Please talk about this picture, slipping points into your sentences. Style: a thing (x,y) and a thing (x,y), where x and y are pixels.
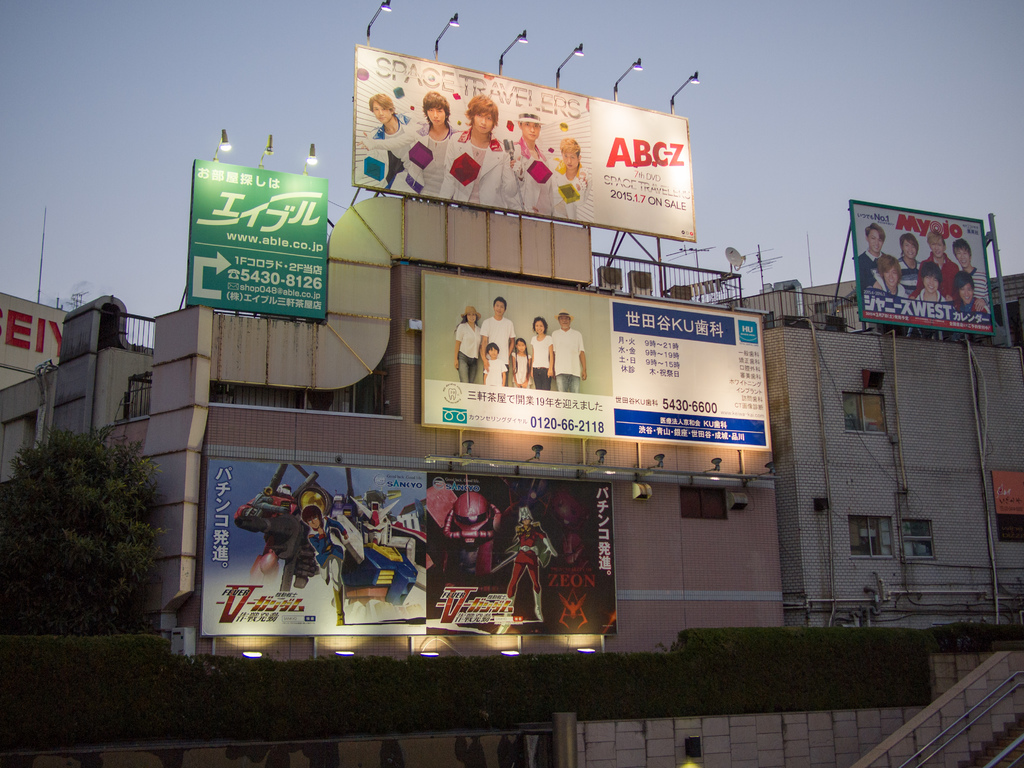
In the image we can see there are many posters (493,346). This is a fence (652,286), lights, tree (53,521), plants (659,670), buildings (751,594), windows (850,414) of the building (855,406), stairs (1011,734) and a pale blue sky (165,119).
